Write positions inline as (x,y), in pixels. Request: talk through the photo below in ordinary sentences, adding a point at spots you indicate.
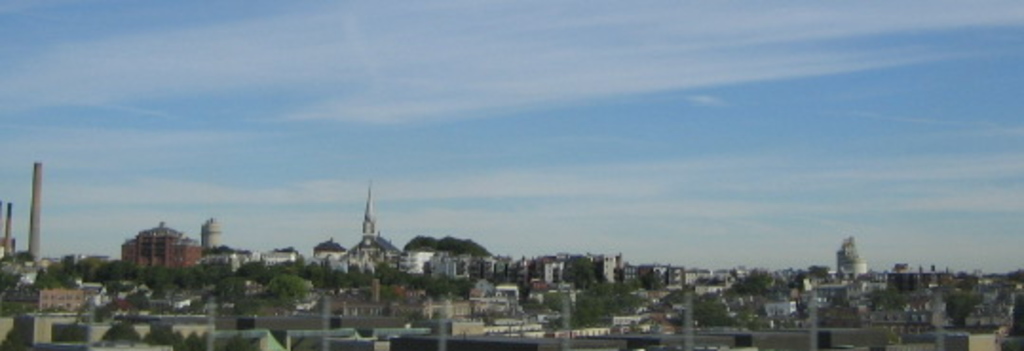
In this picture there are buildings (617,264) and trees (159,333) at the bottom side of the image (67,320) and there is sky (522,76) at the top side of the image (413,66).
